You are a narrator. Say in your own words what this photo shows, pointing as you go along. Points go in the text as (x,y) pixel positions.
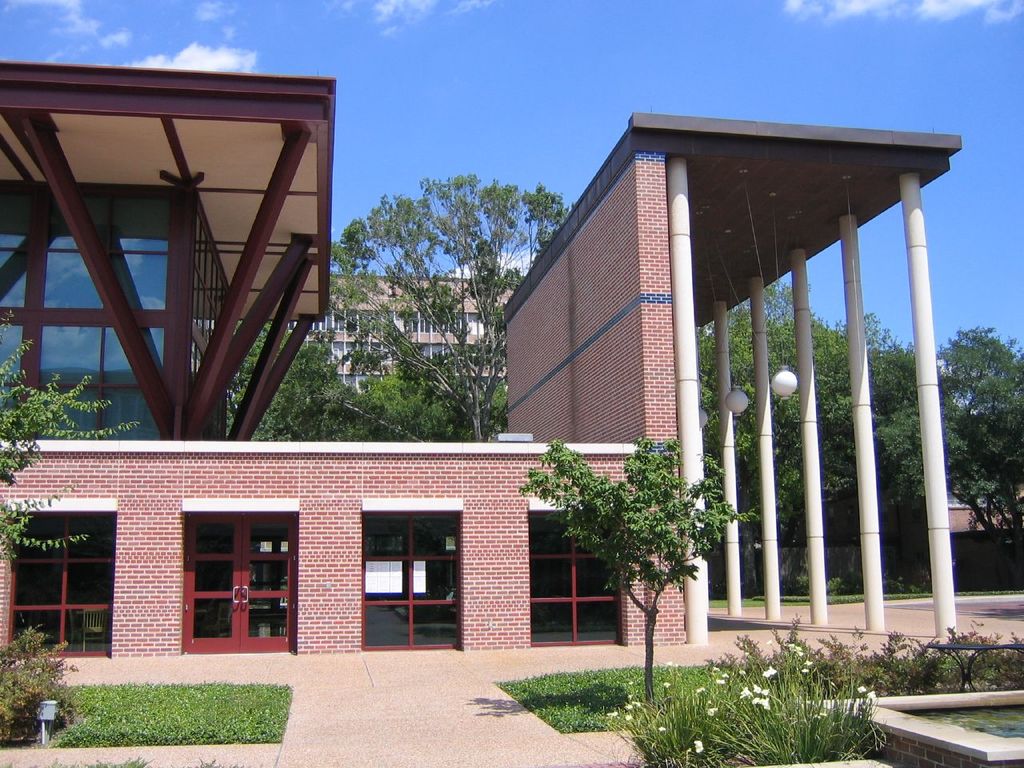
In this picture we can see some grass (285,697) on the path (416,730). There are a few plants (799,709) and trees (17,407) on the path (715,629). We can see a building (304,502). There is a door (256,539) and door handle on this building (195,548). We can see some trees (778,359) and another building (424,338) in the background (502,325). There is water (928,715) on the right side (985,726).
